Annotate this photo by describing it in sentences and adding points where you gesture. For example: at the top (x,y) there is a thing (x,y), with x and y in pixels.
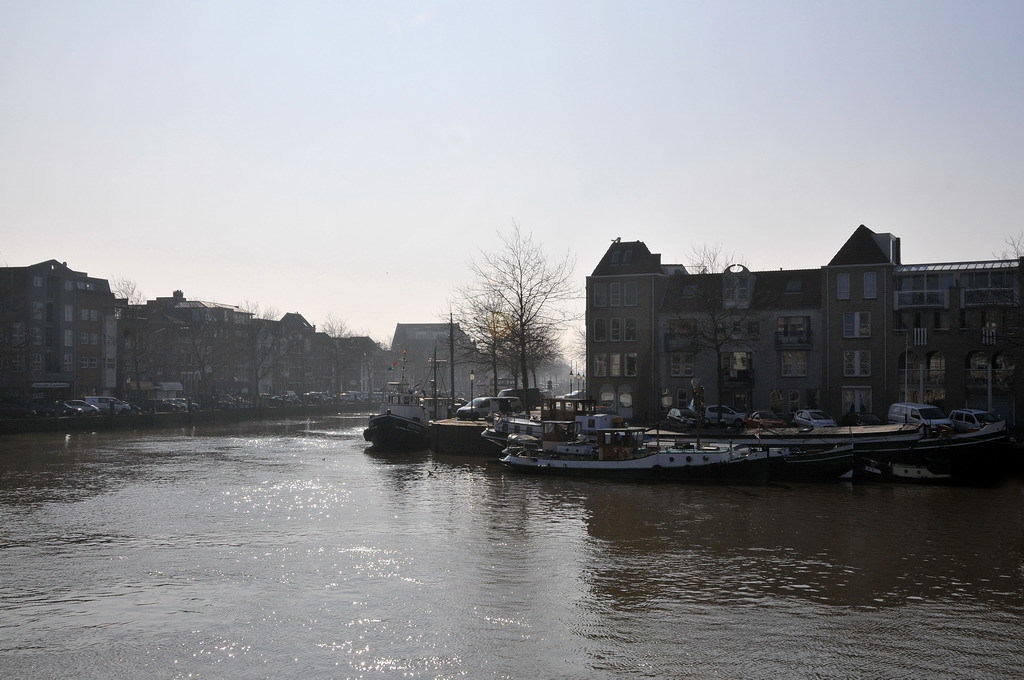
In this image, there are a few boats (722,437) moored on the water (374,549). We can see some buildings (594,351), trees (486,380), poles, vehicles (814,421). We can also see the ground (734,429) and the sky (798,201).
